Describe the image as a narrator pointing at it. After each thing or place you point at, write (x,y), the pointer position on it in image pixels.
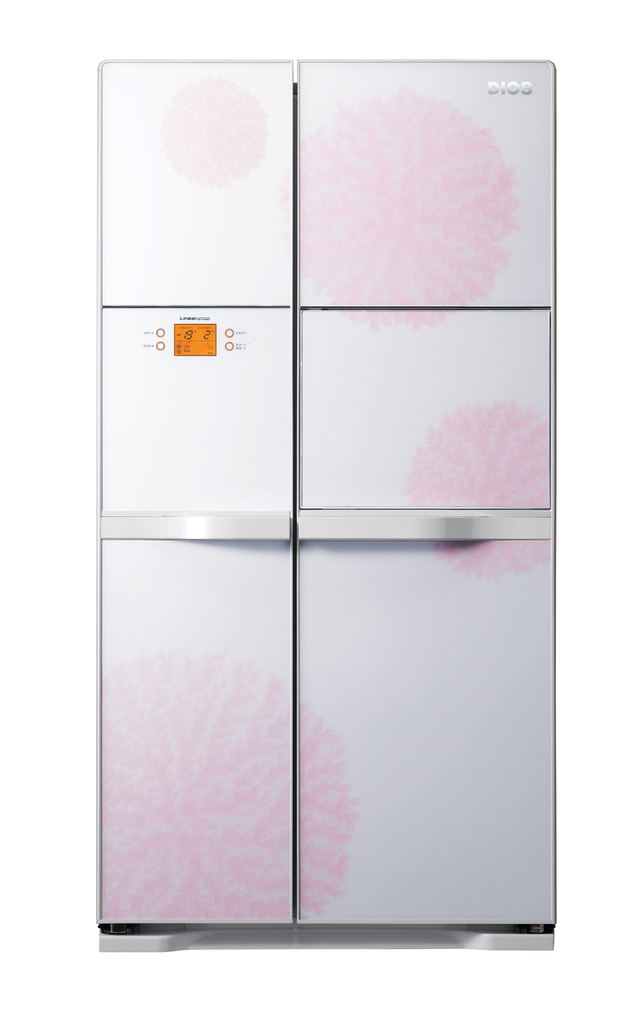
In the foreground of this image (404,423), there is a refrigerator (276,847) and the white background (602,552).
